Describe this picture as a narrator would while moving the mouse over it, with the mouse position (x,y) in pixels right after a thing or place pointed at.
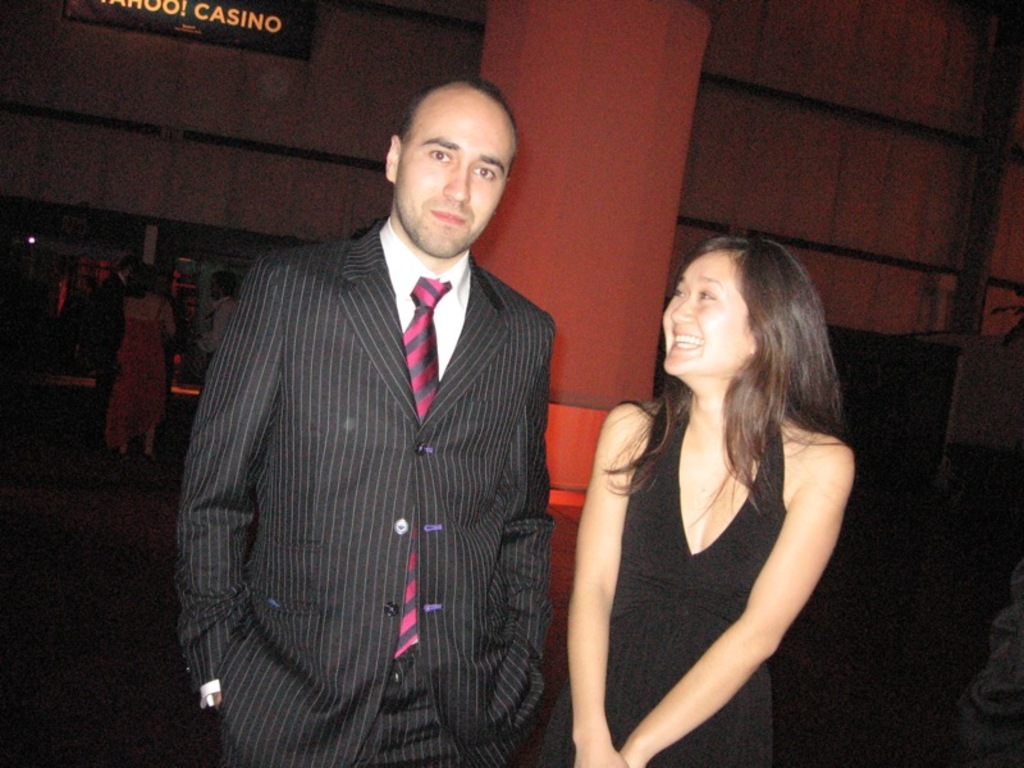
In this image I can see two persons (475,357) visible in front of beam (575,134), backside there is the wall (786,85), on the left side (135,337) there are three persons (145,333) visible on the floor (19,565).
